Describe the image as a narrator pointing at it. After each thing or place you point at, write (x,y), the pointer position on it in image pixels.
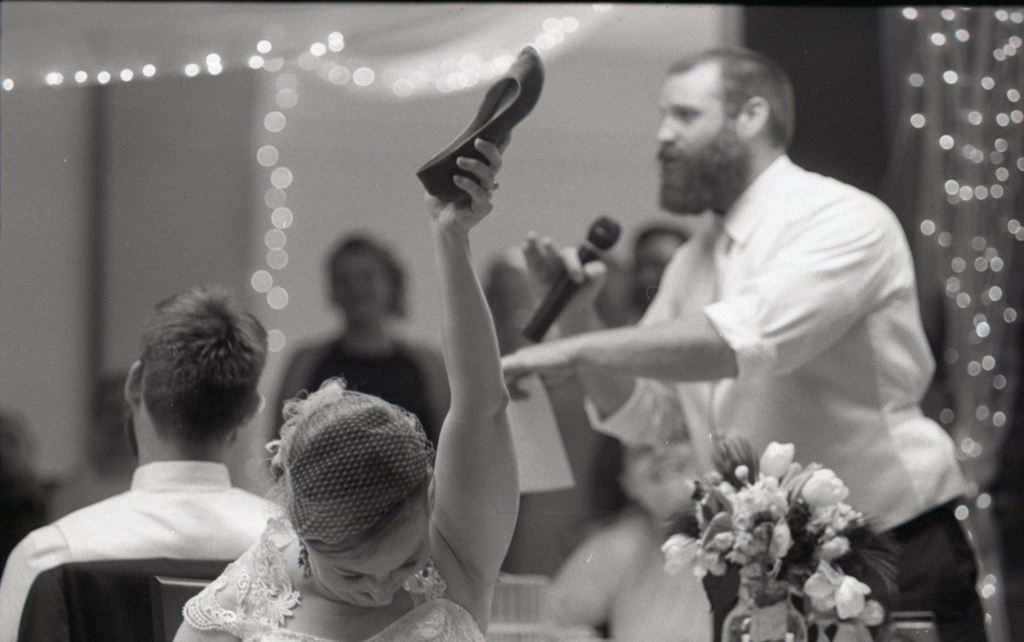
In this picture we can see some people (637,410), a woman (469,424) in the front (383,569) is holding a shoe (460,174), a man (820,270) on the right side (823,258) is holding a microphone (606,226), we can see flowers (810,571) in the front (789,569), there is a blurry background (84,19), it is a black and white image.
